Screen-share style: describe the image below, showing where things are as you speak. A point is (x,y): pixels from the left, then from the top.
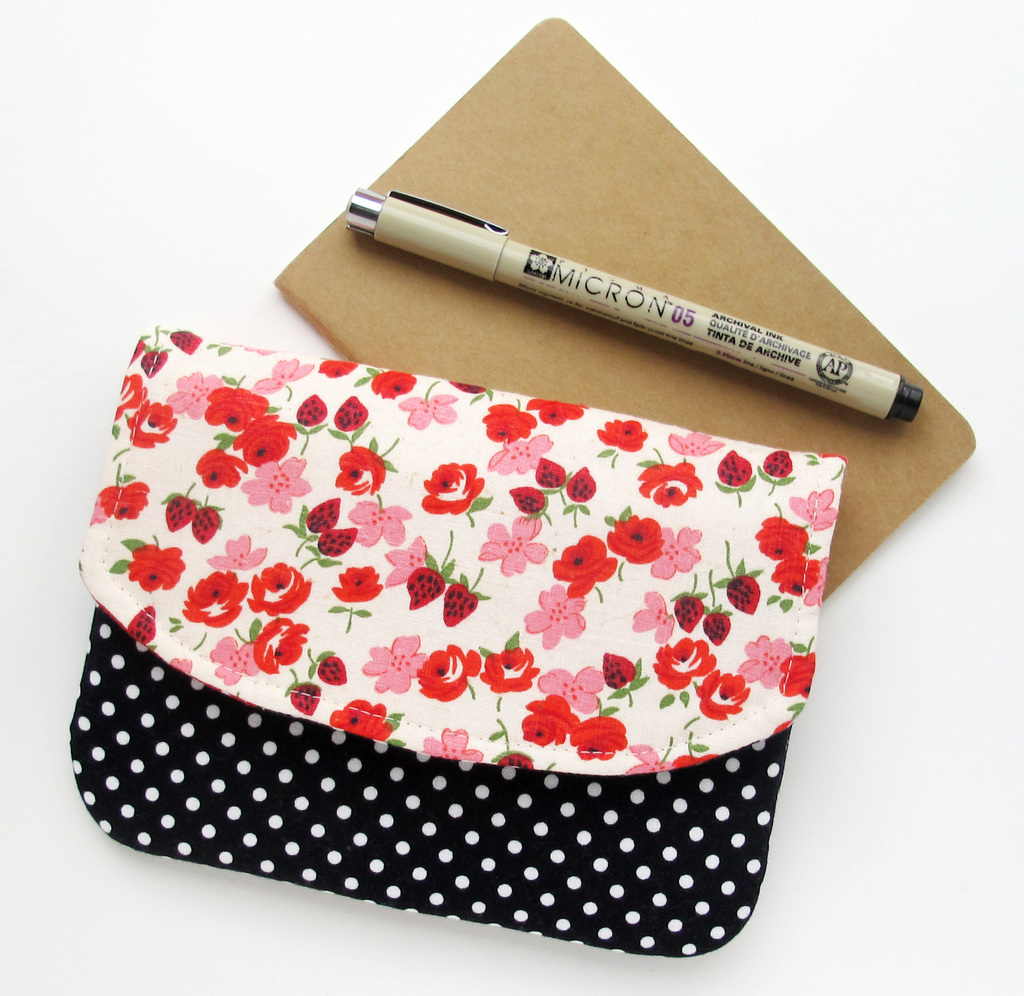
In this image, in the middle (523,433), we can see a purse (777,541) and a book (431,314), in the book (813,439), we can see a pen (638,321). In the background (932,223), we can see white color.
